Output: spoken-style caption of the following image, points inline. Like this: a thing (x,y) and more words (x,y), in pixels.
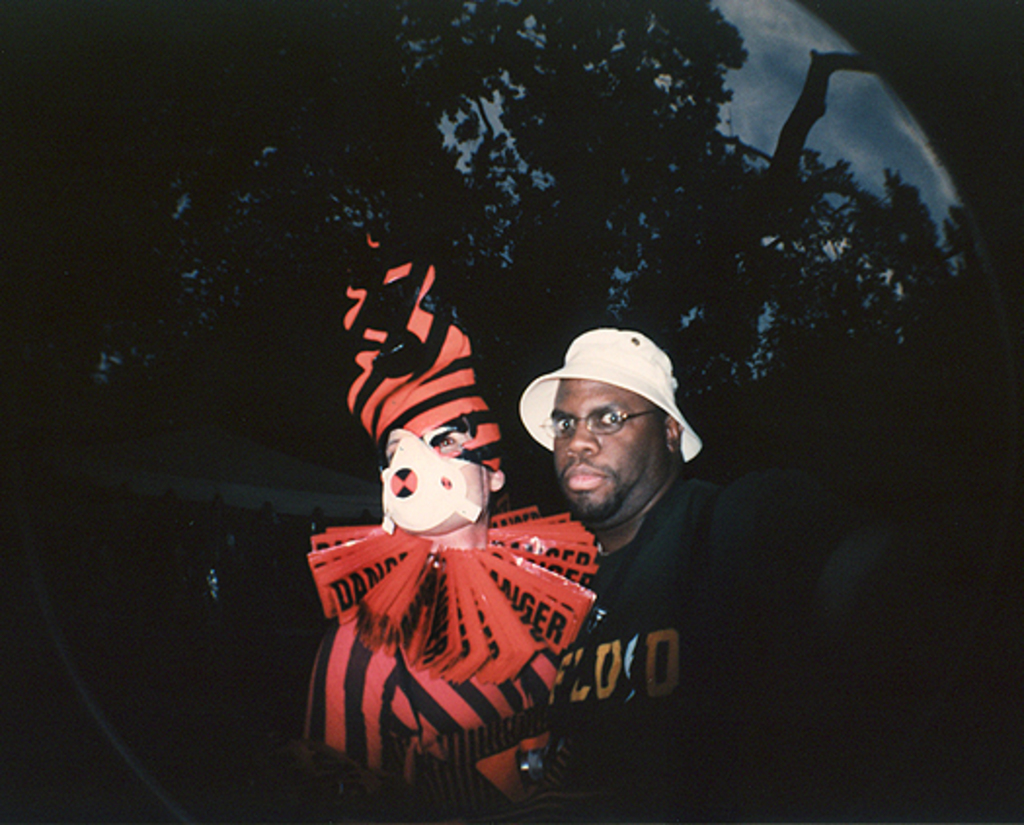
In this image we can see the reflection (521,635) of two persons (536,550), a tree (592,223) and a sky (761,82) on an object (647,437).
